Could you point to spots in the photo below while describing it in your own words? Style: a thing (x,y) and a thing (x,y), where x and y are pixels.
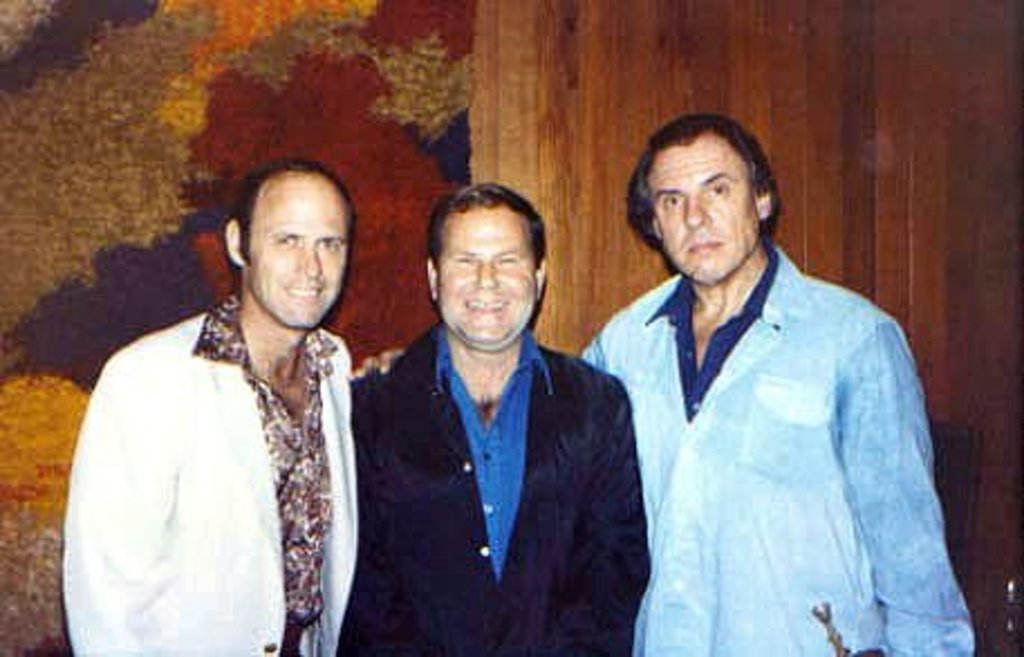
In this image there are three persons (616,466) standing as we can see in the bottom of this image (471,546) and there is a wall (600,59) in the background (639,64).
